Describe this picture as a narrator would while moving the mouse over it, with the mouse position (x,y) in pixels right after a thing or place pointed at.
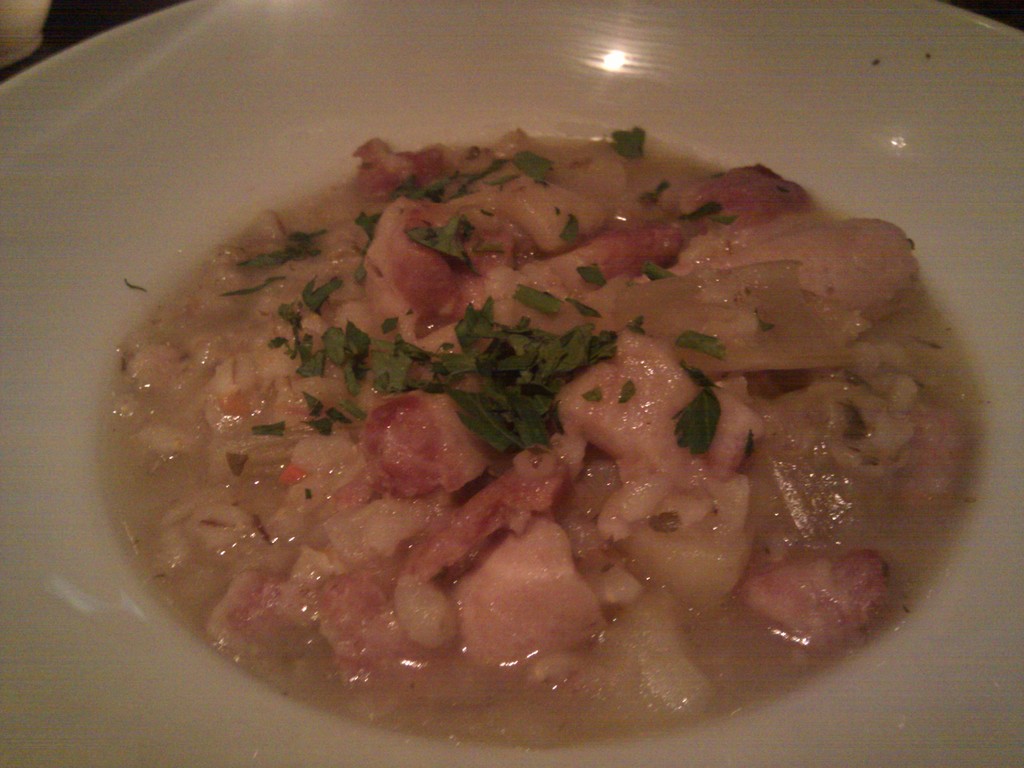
In this image we can see food (678,464) placed on the plate (89,620).
